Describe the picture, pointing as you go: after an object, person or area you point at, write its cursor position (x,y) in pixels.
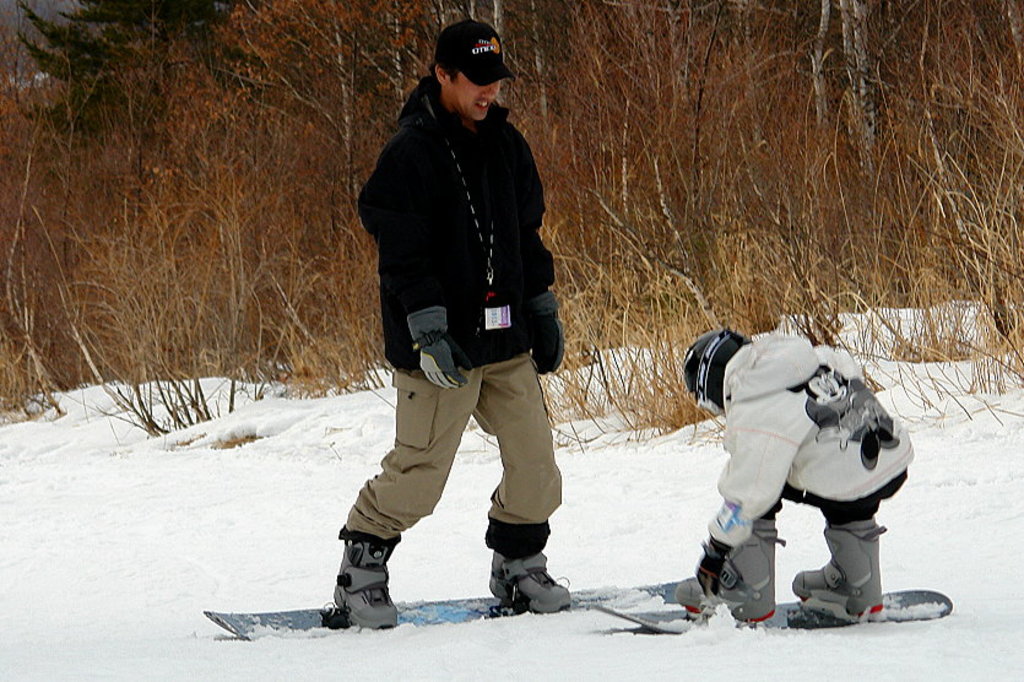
In this picture, there is a man (521,200) who is wearing a black jacket (506,193) and a black cap (467,68). He is wearing gloves (440,363) on his hands (441,365). He is on a snowboard (453,606). There is a child (787,423) who is wearing a helmet (702,378) and white jacket (777,440). On his white jacket (828,414), there is an image (840,410) of mickey mouse (851,421). This boy (855,610) is also on a snowboard (924,610). There is a snow (98,517) and there are some trees (184,140) at the background (174,117).
